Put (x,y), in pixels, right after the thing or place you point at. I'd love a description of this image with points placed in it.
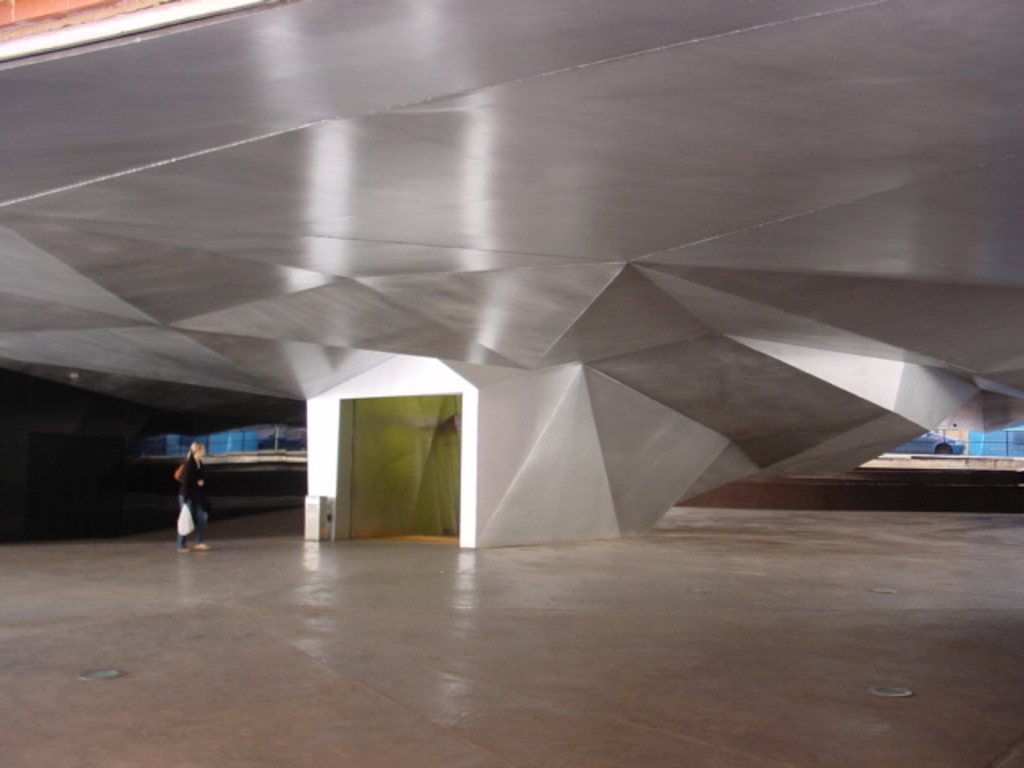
In this image, we can see a person (196,498) holding a cover bag (182,501). We can see iron roof (935,404) and a door (401,472). We can see the ground (714,662) and a vehicle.
